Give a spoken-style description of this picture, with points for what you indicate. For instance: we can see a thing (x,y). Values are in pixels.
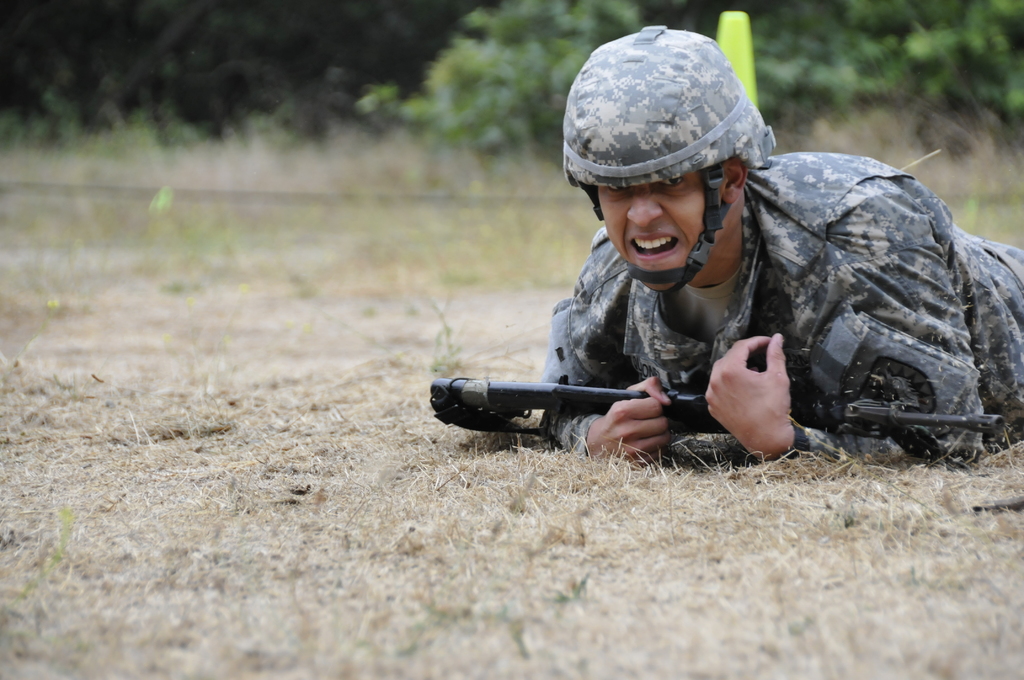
In this image in the front (722,258) there is a man (701,354) laying on the ground (617,584), wearing a helmet (706,193) and holding a gun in his hand (760,379). In the background (508,71) there are trees (475,66).
